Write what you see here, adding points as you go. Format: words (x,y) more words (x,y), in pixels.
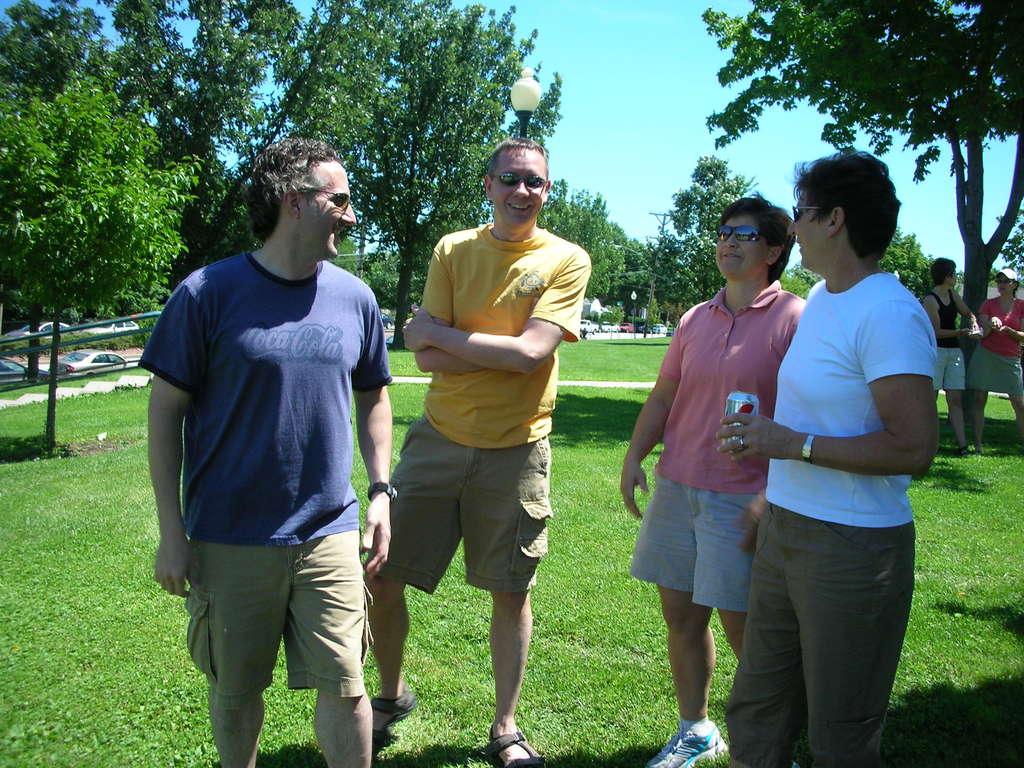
In this image there are people (677,362) standing in a garden (142,532), in the background (927,68) there are trees (823,104) and light poles (524,106) and the sky (633,65).
